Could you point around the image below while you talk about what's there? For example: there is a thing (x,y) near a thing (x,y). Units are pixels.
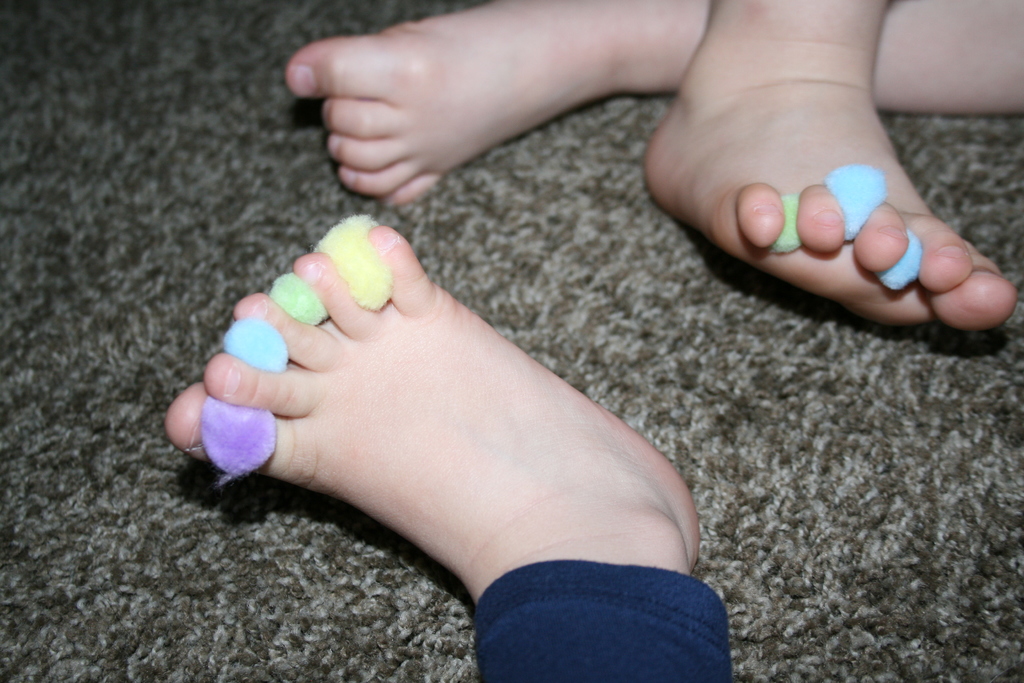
There are legs (433,445) of kids (444,392) which has few objects (281,337) placed in between the fingers (331,281) of it.
